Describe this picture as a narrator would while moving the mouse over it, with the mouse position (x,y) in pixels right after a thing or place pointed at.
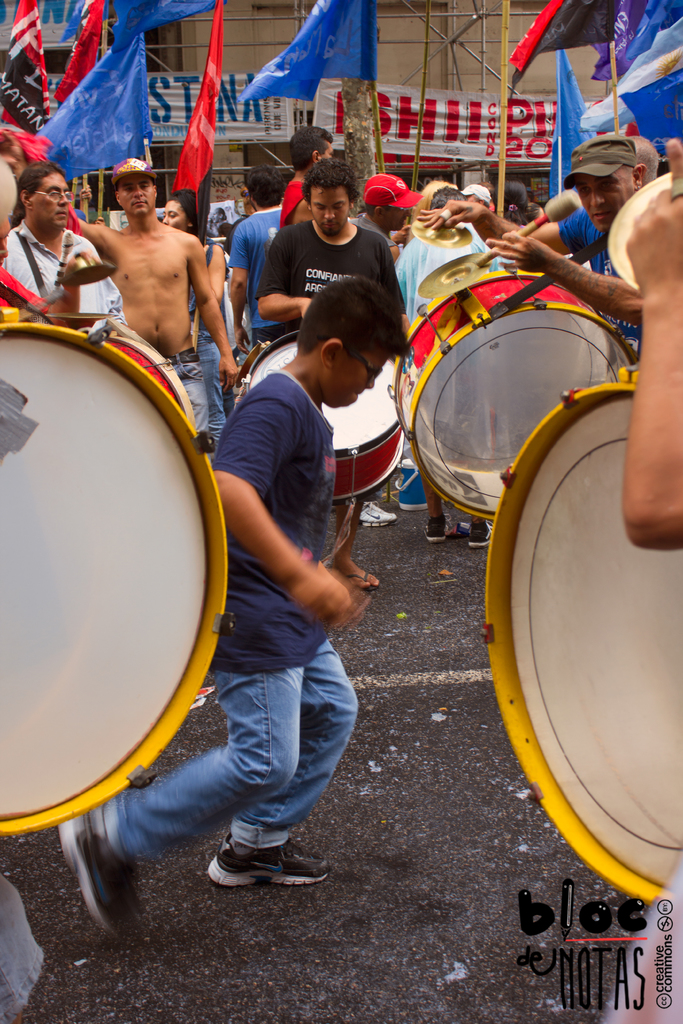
In this image I can see number of people (530,245) and also I can see few of them are playing musical instruments (488,610). In the background (96,156) I can see number of flags (99,126).
